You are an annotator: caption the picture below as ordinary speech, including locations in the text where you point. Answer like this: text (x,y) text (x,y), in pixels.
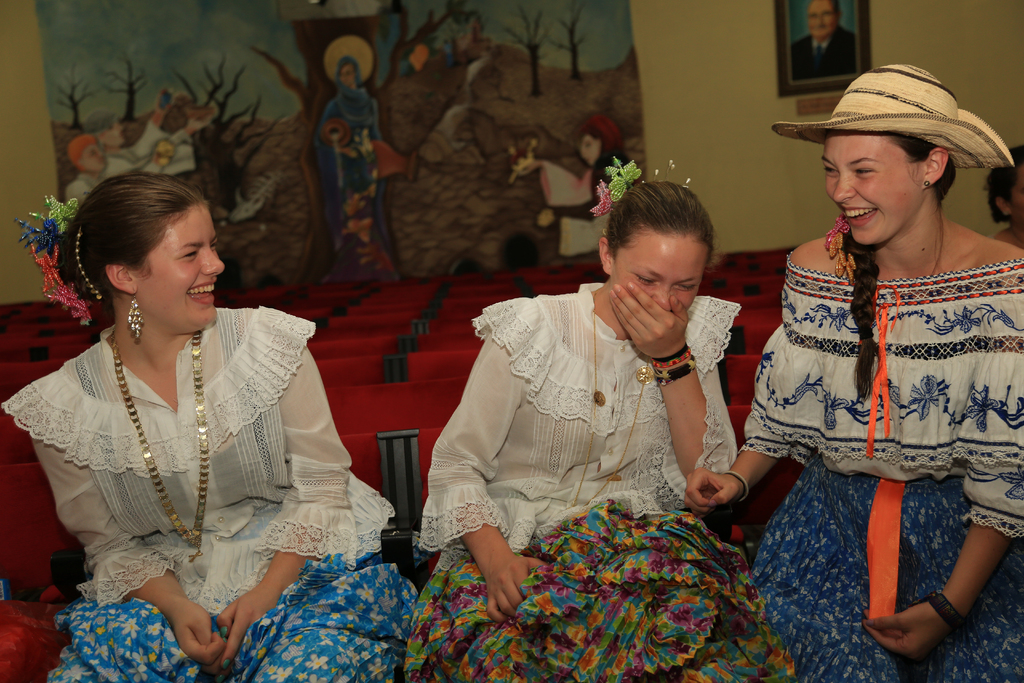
In this image we can see three women (792,450) are sitting and laughing. They are wearing white color top (710,385) with skirt (249,628). Background of the image (461,300), red color chairs (450,328) are there and painting (400,163) and photography (819,47) is attached to the wall (753,136).
